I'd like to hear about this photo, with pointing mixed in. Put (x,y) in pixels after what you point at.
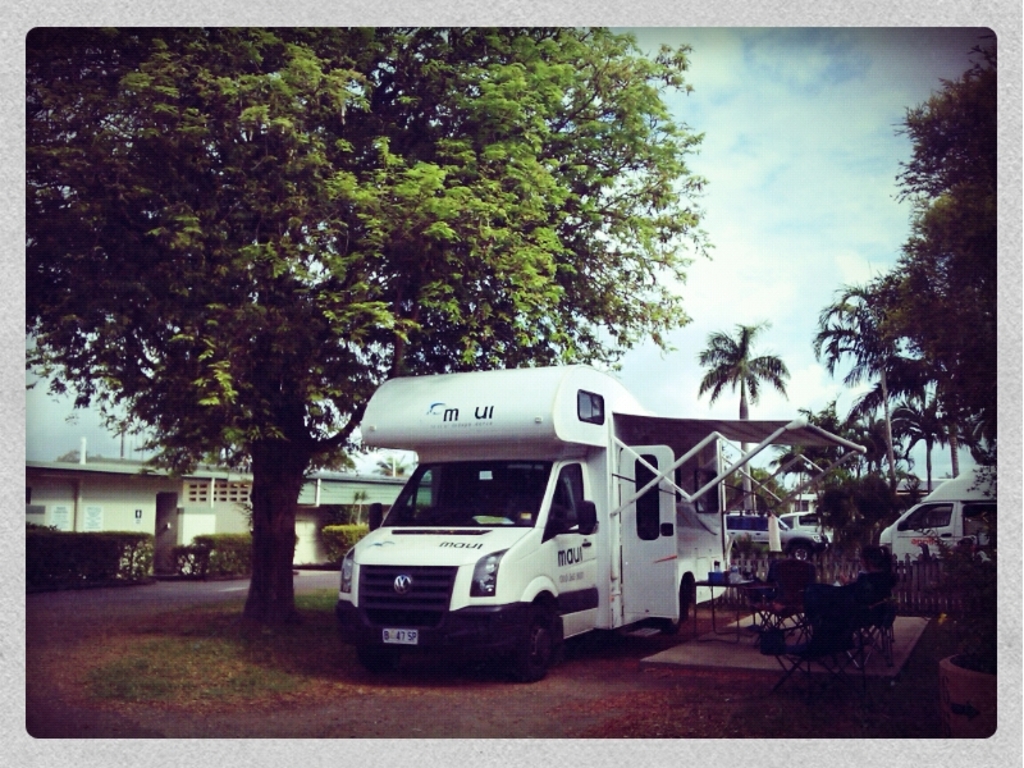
In this image, we can see some trees (756,332), plants (115,551) and vehicles (442,497). There is a building (134,505) on the left side of the image (194,475). There are chairs (858,648) in the bottom right of the image (858,648). There is a sky (845,84) in the top right of the image (953,39).
